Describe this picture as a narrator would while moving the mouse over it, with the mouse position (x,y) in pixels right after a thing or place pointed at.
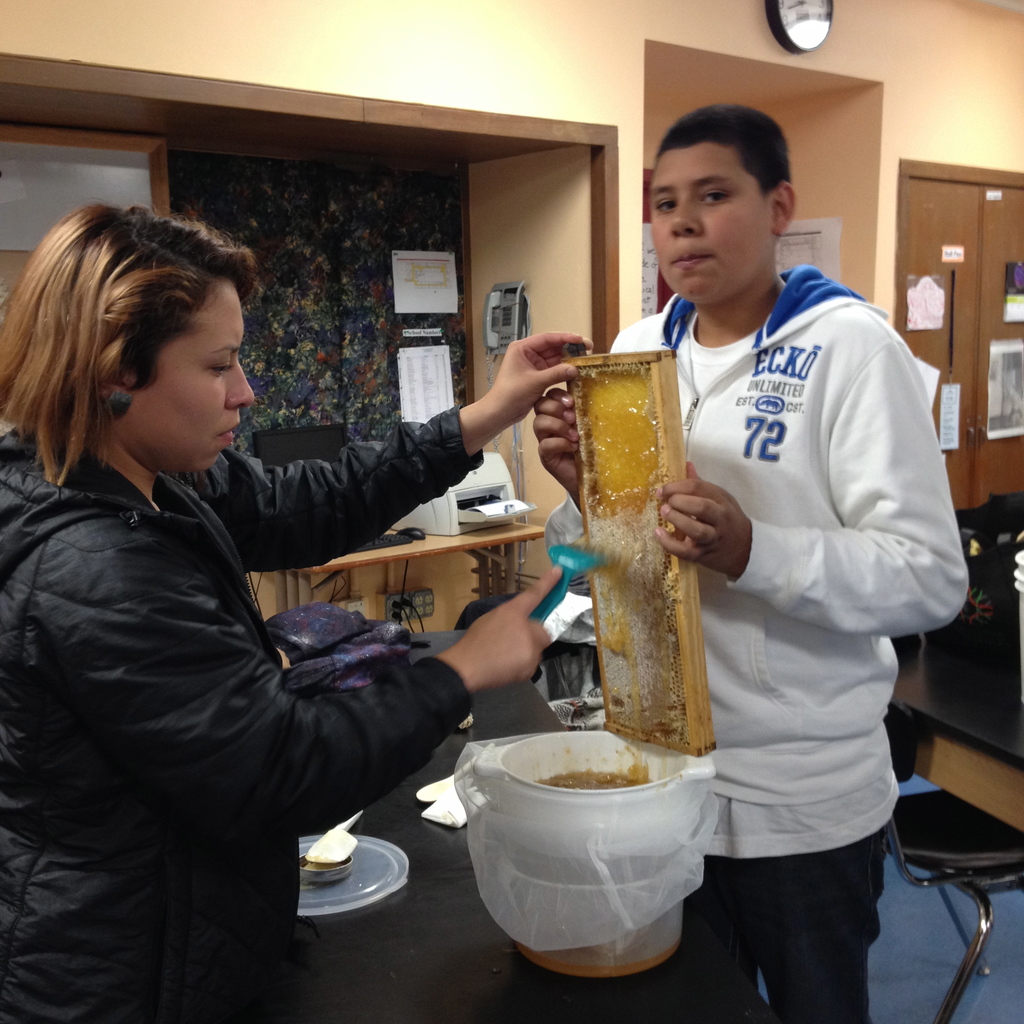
In the image we can see a woman (189,648) and a boy (773,596) standing, wearing clothes (277,704) and they are holding objects (637,708) in their hands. Here we can see the container (623,910), chair (910,836) and the table (1004,691). Here we can see the door (976,340), clock (776,14), wall (467,70), printer (452,517), mouse (408,541) and cable wires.
